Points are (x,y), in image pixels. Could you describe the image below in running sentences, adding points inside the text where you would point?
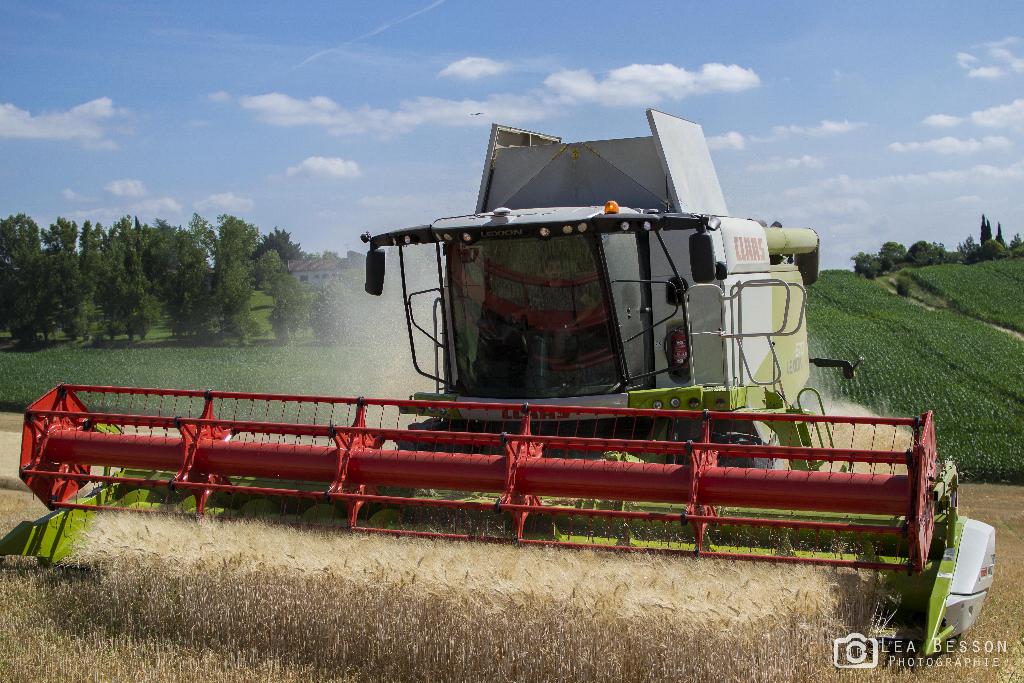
In the center of the image (348,406) we can see a field cutting machine (612,442) and a person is sitting. In the background of the image (64,309) we can see the trees (121,299), fields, house (305,285), roof (332,262), windows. In the bottom right corner (975,659) we can see the text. At the top of the image (474,37) we can see the clouds (649,88) in the sky (438,34).
